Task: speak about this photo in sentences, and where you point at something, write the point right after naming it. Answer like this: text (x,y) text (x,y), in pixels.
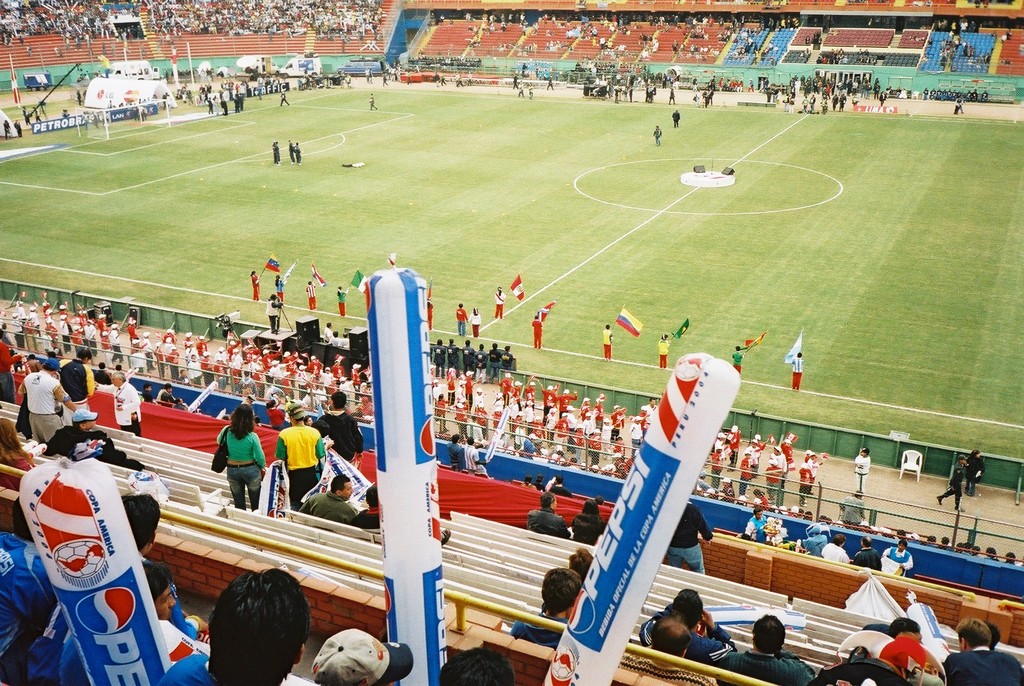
In this image, we can see few people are on the ground (531,215). Few people (1,639) are holding flags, some objects (555,664). Few people (352,437) are sitting, standing and walking. Here we can see stairs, hoardings (150,111), rods (380,381).
